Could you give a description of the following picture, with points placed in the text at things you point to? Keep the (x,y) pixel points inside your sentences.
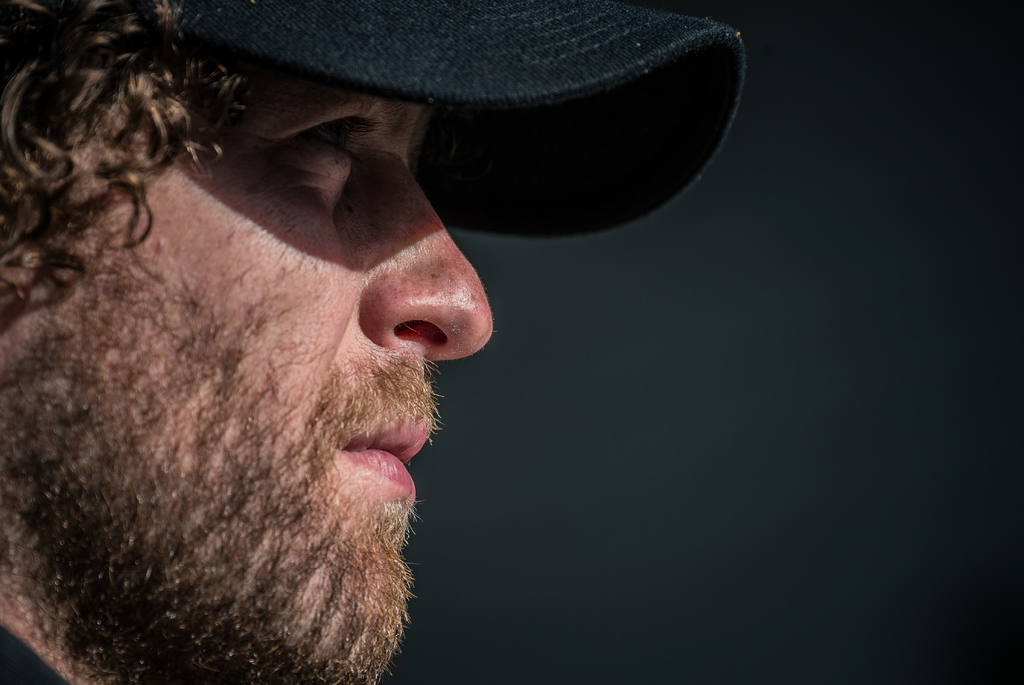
As we can see in the image on the left side (317,250) there is a man (365,288) wearing black color cap (457,118).
